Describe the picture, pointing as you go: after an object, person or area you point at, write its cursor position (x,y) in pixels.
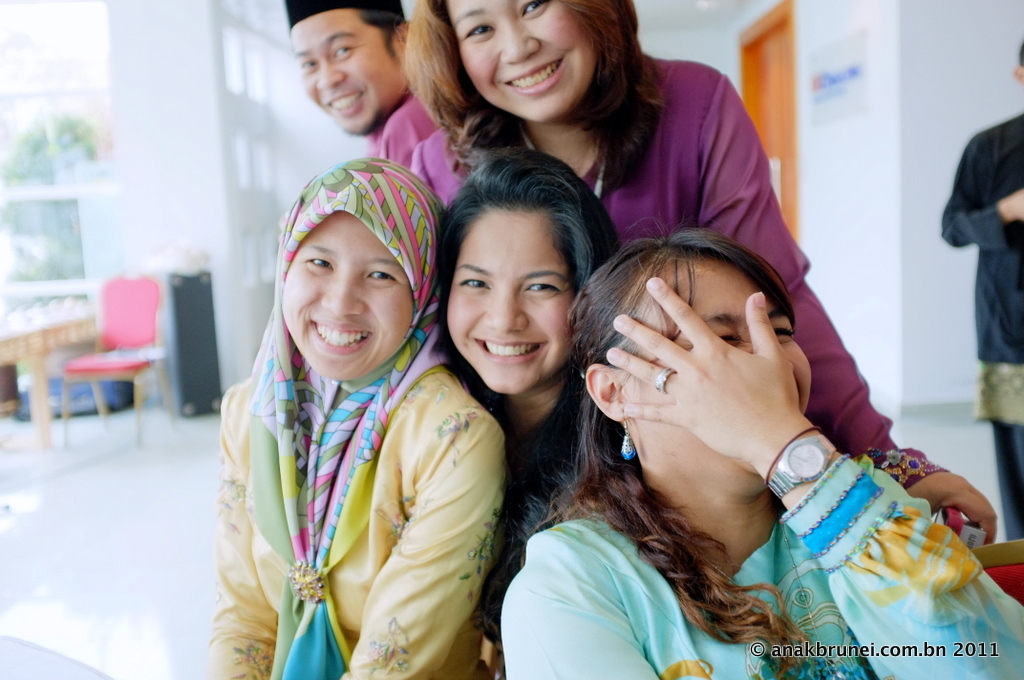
In this picture we can see group of people (753,148). They are smiling. This is floor (135,440) and there is a chair (135,291). On the background (844,280) there is a wall (922,230). And this is door (756,99).
